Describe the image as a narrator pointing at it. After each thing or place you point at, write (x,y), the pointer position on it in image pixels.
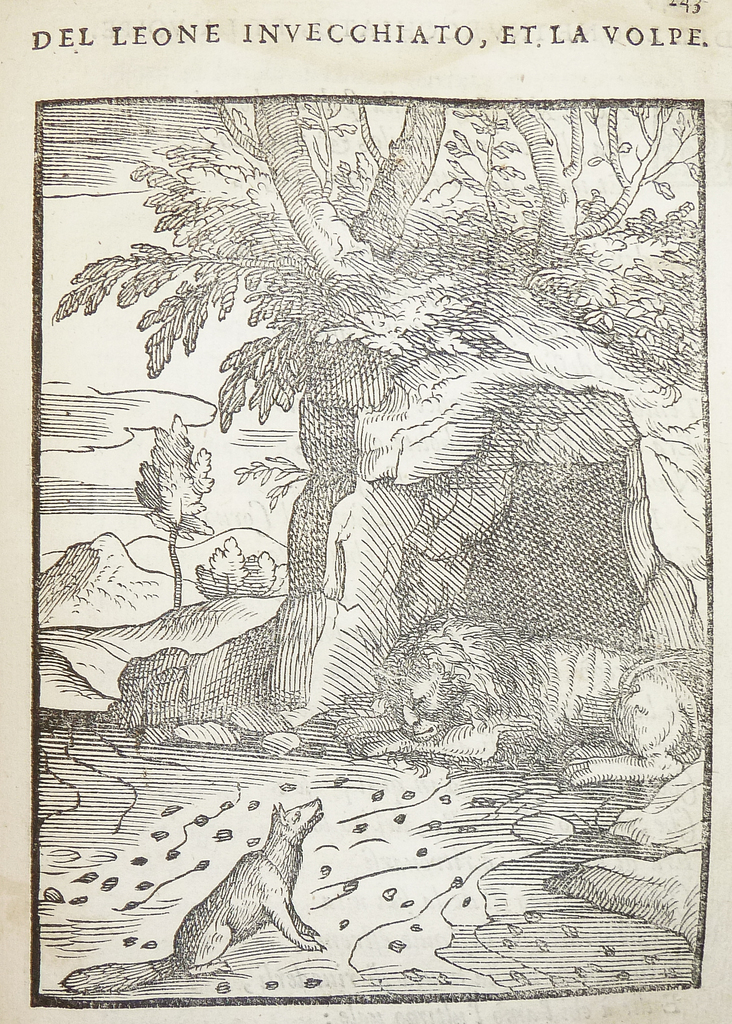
In this picture it looks like a sketch, there is a fox (274,868) at the bottom (315,824). On the right side (587,652) there is a lion (545,710), in the background (445,343) there are trees (284,303). At the top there is the text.
